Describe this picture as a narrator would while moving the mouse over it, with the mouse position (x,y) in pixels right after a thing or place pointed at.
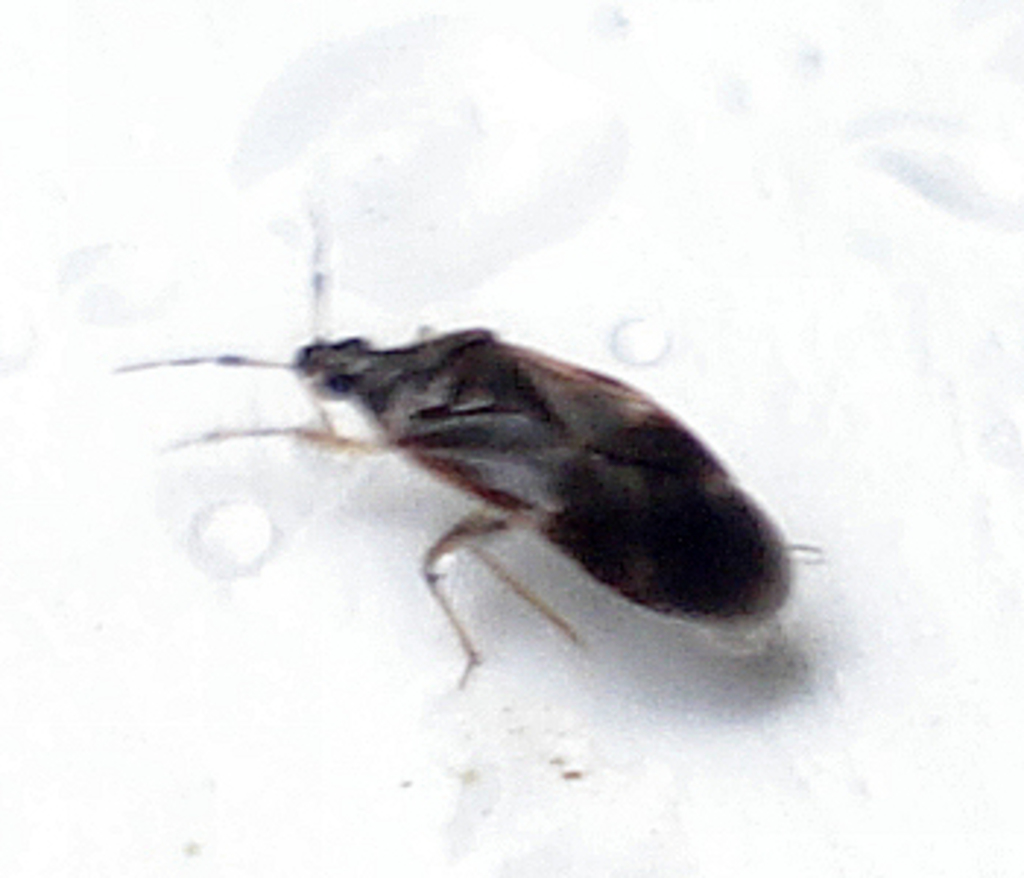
This is a zoomed in picture. In the center (373,405) there is an insect (418,378) seems to be standing on the top of an object (230,682).
